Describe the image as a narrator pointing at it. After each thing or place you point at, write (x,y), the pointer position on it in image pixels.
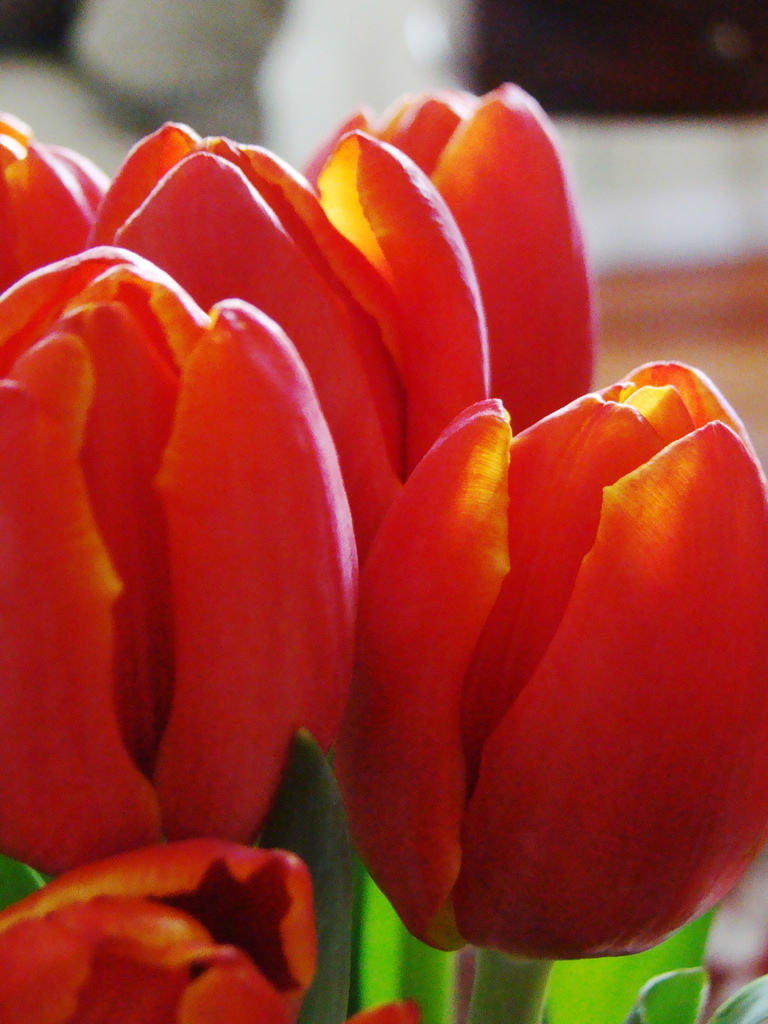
In the image there are beautiful flowers (315,513) and the background of the flowers (359,117) is blur.
